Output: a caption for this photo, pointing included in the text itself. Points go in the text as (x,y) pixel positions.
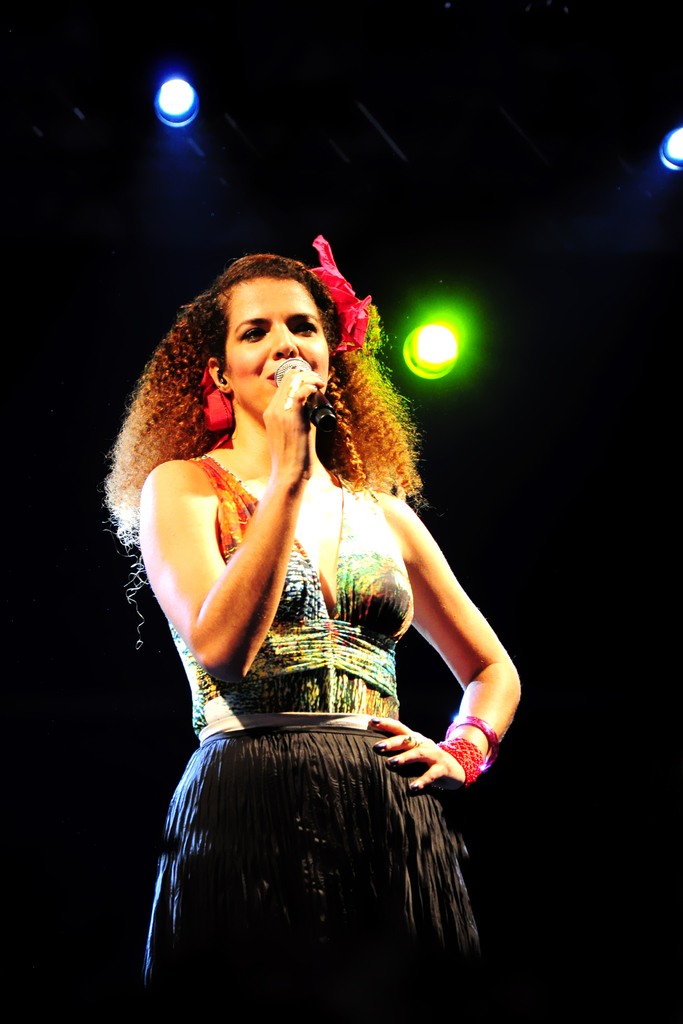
In this image in front (246,378) there is a person (258,607) holding the mike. At the top of the image (425,331) there are lights (425,331).
